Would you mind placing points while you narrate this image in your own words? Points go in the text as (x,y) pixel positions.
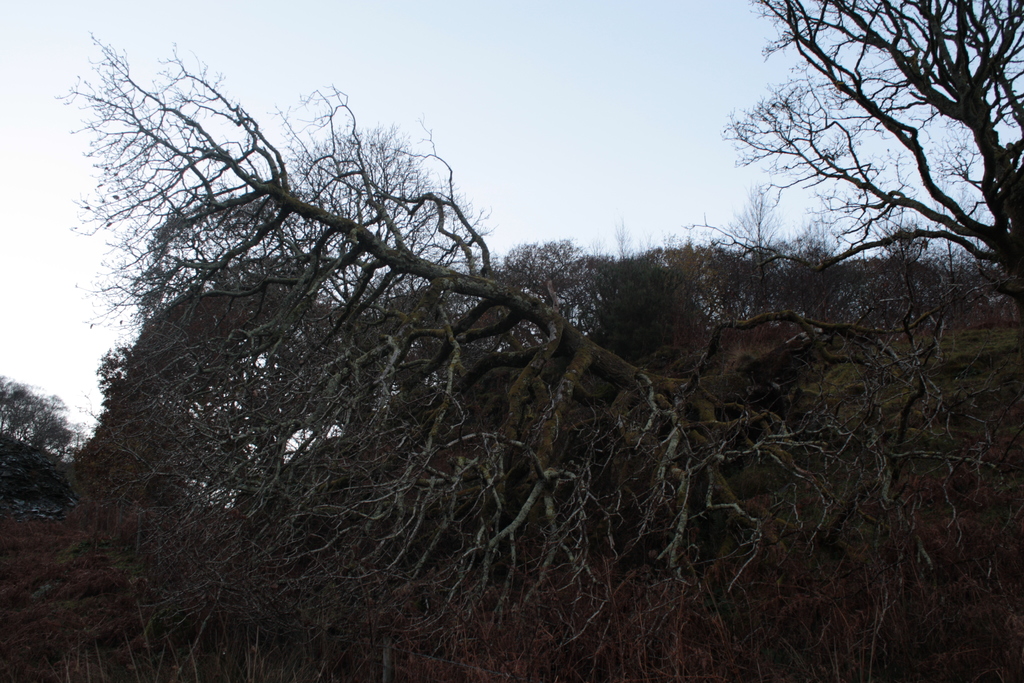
In the image there are a lot of trees (539,457).
